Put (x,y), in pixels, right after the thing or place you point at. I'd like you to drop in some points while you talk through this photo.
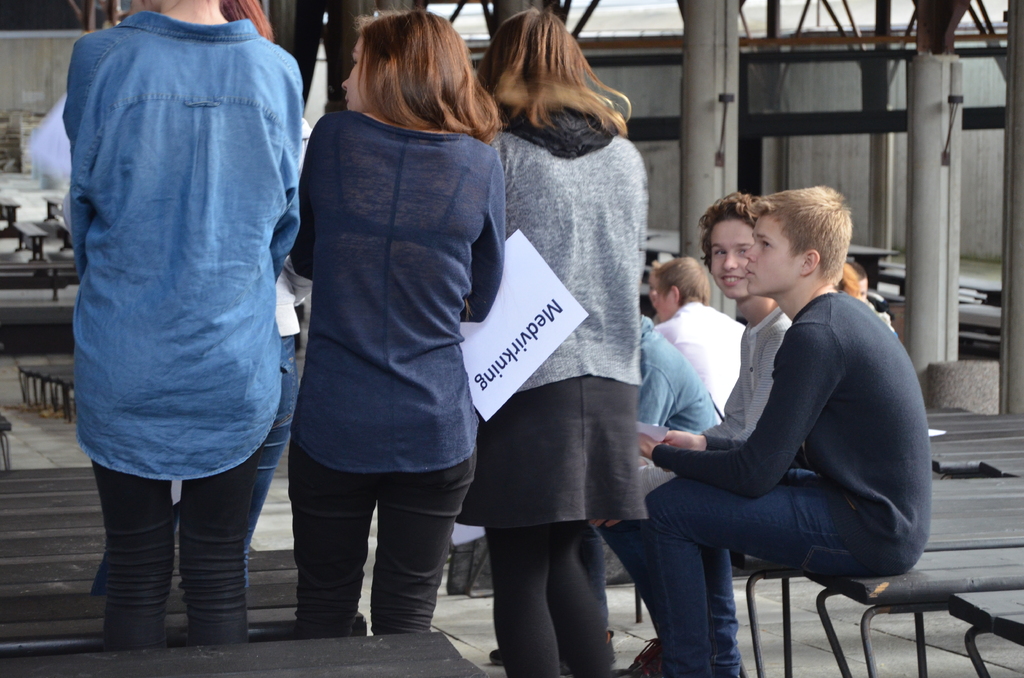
In the image there are few people (631,285), some of them are sitting and some of them are standing, around them there are wooden benches (404,657) and in the background (901,130) there are pillars (918,157) and wall (978,98).
